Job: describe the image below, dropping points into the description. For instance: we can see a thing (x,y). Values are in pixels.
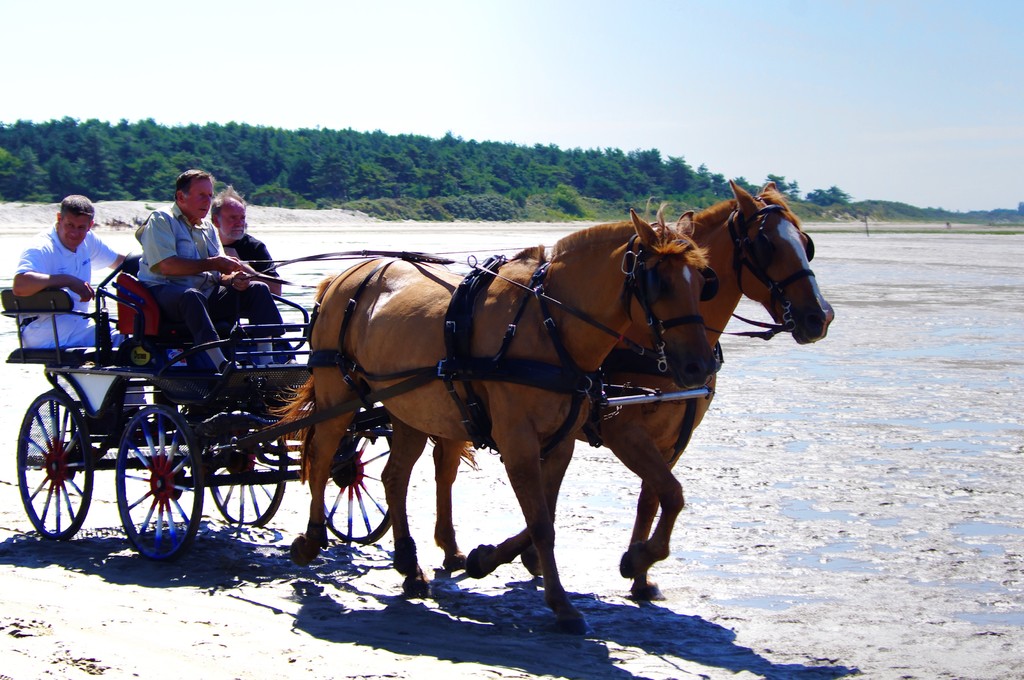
Here we can see a couple of horses (435,389) and behind them we can see a trolley (269,492) with a group of men (193,298) sitting on it and in the back (246,177) we can see trees (430,153) present and the sky (475,68) is clear.
